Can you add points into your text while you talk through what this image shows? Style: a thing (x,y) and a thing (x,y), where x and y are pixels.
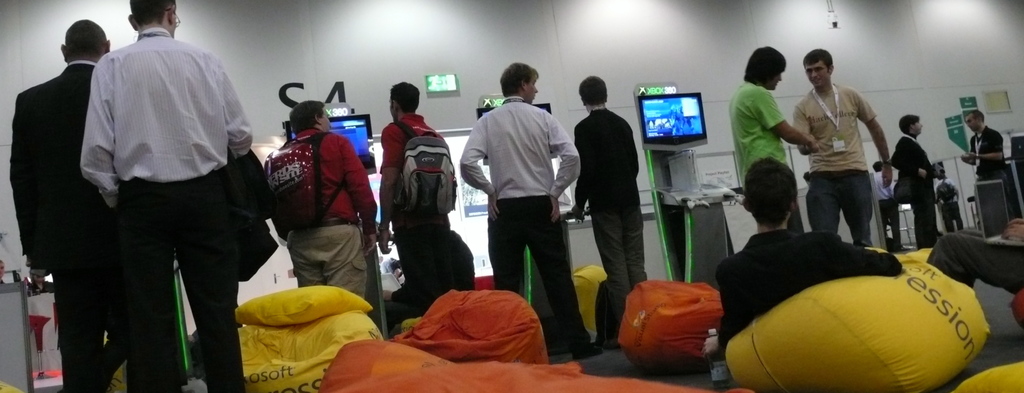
In the picture I can see there are groups of persons (522,127) are standing. At the bottom of the picture (678,314) I can see bean bags (475,332). In the background (332,117), I can see TV screens (675,107). On the right of the picture (975,153) I can see two persons (926,177) are talking.
